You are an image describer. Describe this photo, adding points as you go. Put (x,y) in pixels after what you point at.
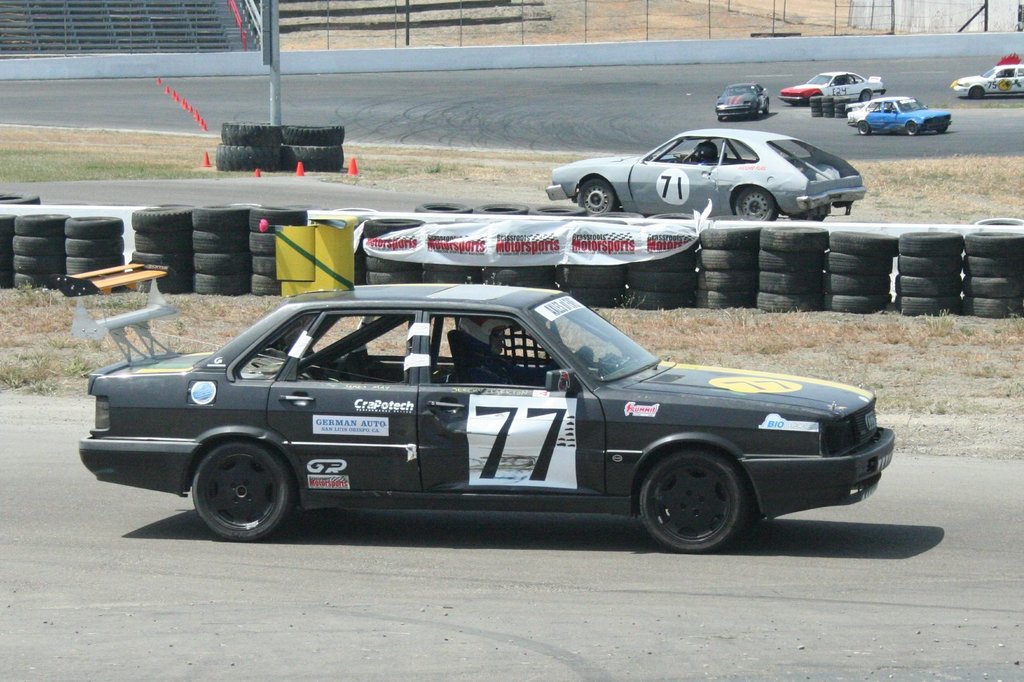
In this picture we can observe a black color car (374,441) moving on the road (346,574). There are some tires (833,278) placed here. In the background (885,110) there are some cars (898,106) moving on this road (663,126). We can observe a pole (277,63) in the left side (268,63). In the background (292,49) there is a fence (616,19).
